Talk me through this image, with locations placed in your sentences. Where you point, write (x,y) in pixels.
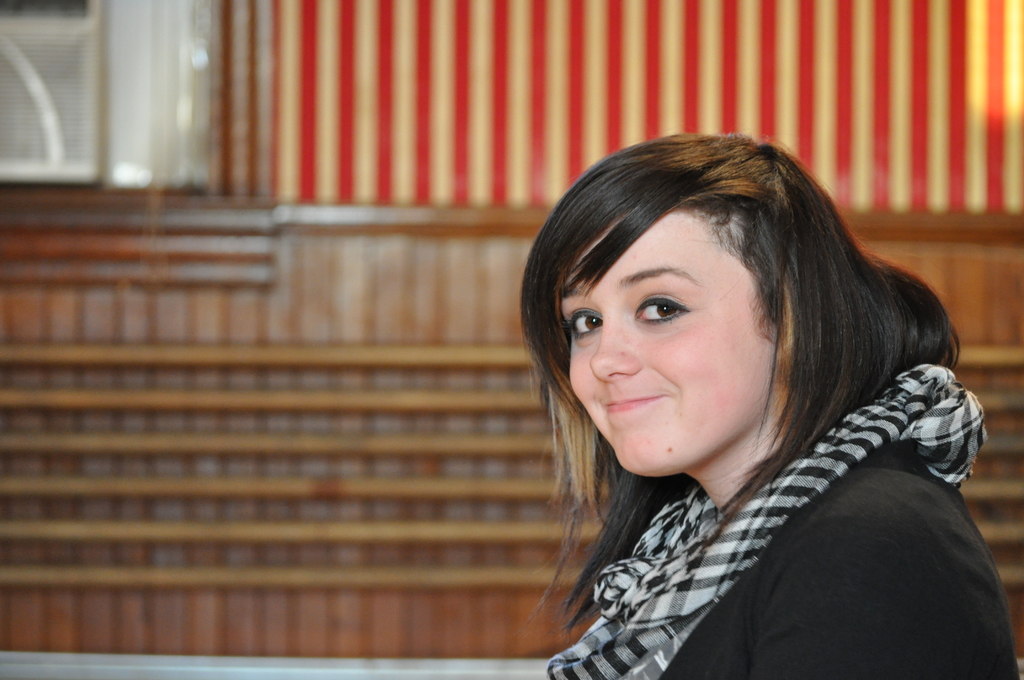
In this image I can see a woman (749,398) wearing black colored dress (848,561) and white and black scarf (846,461) and in the background (448,444) I can see the brown colored surface (346,424), the red and cream surface (369,99) and few white colored objects (175,101).
